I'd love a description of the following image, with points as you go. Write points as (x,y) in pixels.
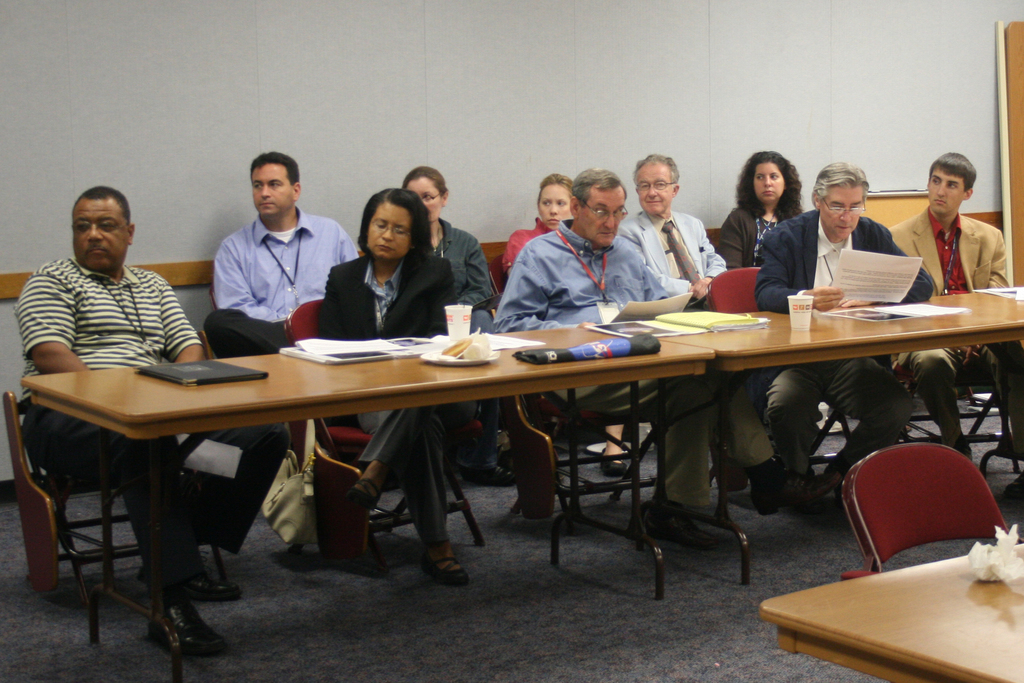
In the image there are many people (376,245) sat on chair (308,431) in front of table (601,365), it seems to be a meeting room (790,520).
